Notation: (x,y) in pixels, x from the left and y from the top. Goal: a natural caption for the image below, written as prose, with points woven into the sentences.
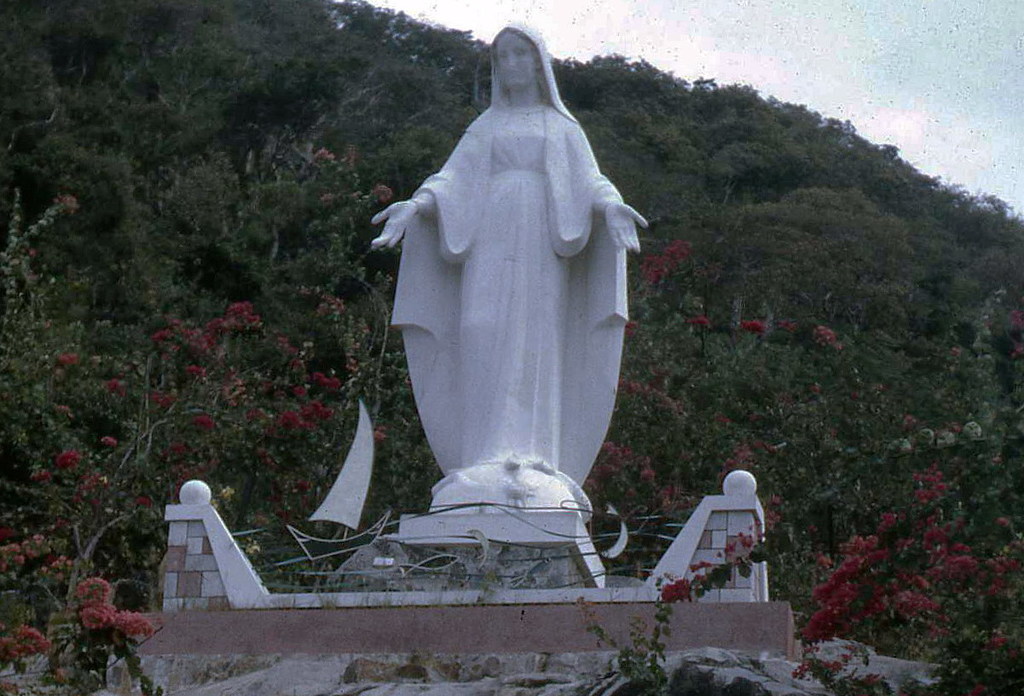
In the image there is a statue (483,267) and around the statue (509,320) there are many trees (803,255).
